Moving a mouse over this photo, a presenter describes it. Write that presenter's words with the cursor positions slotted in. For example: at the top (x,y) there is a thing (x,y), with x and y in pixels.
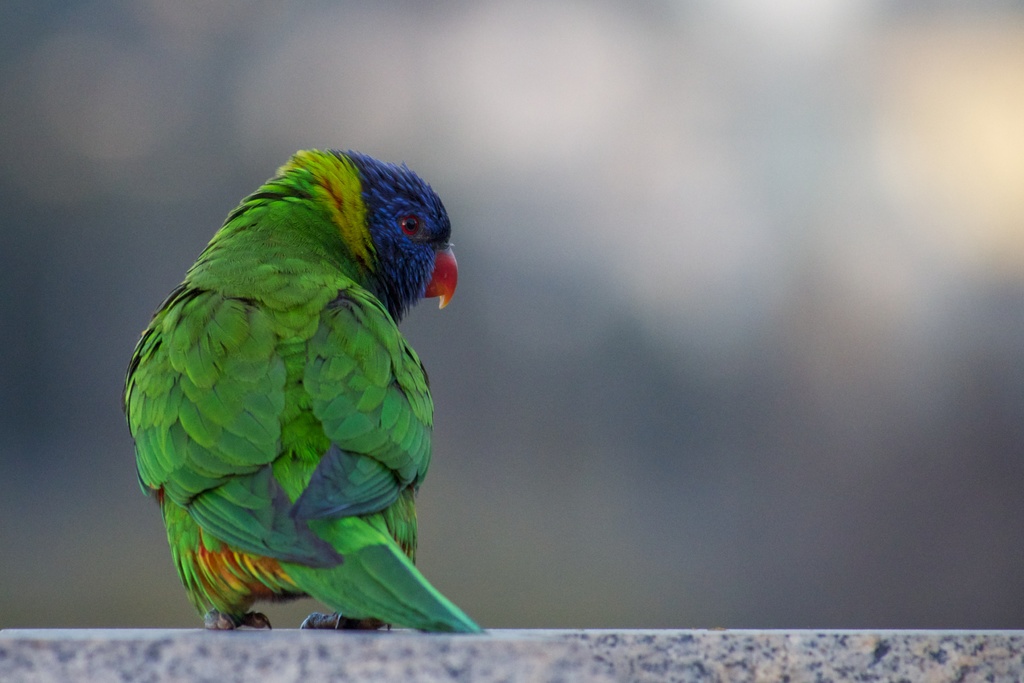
In this image, I can see a parrot (349,569) standing on the wall (641,664). The background (72,591) looks blurry.
